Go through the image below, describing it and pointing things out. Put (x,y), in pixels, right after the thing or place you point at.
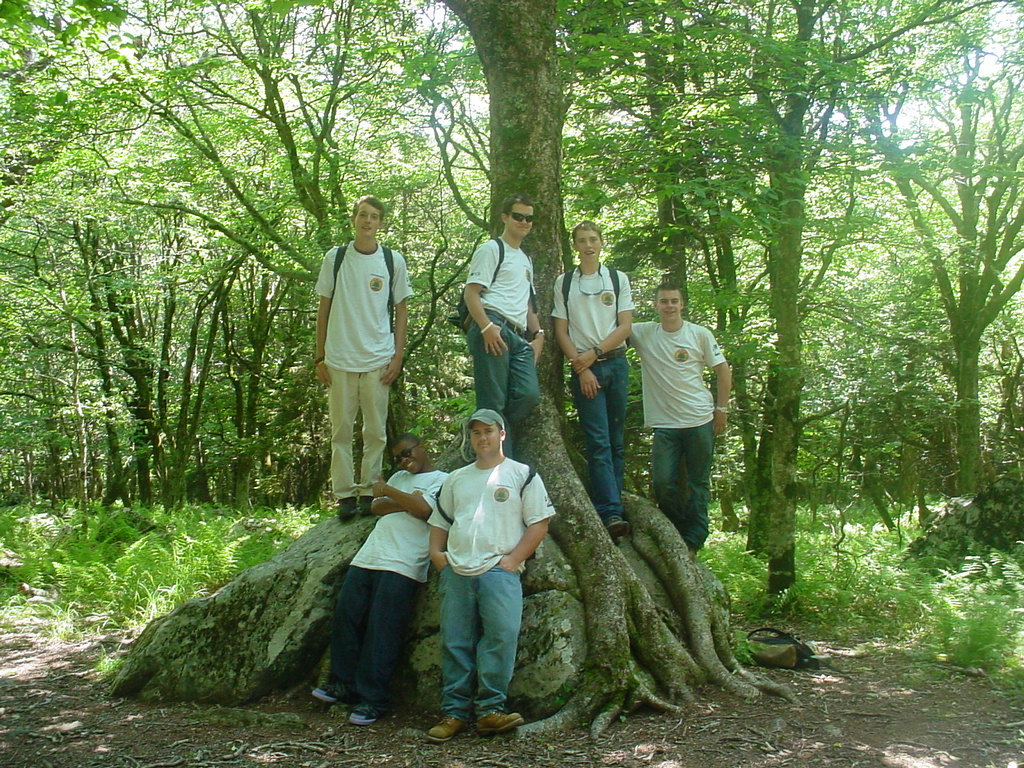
There are two men (372,534) standing on the ground (385,747) at the tree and there are four men (402,266) standing behind them on the rock (330,546) at the tree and among them few (339,326) are carrying bags (463,319) on their shoulders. In the background (821,288) there are trees (712,42) and sky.
